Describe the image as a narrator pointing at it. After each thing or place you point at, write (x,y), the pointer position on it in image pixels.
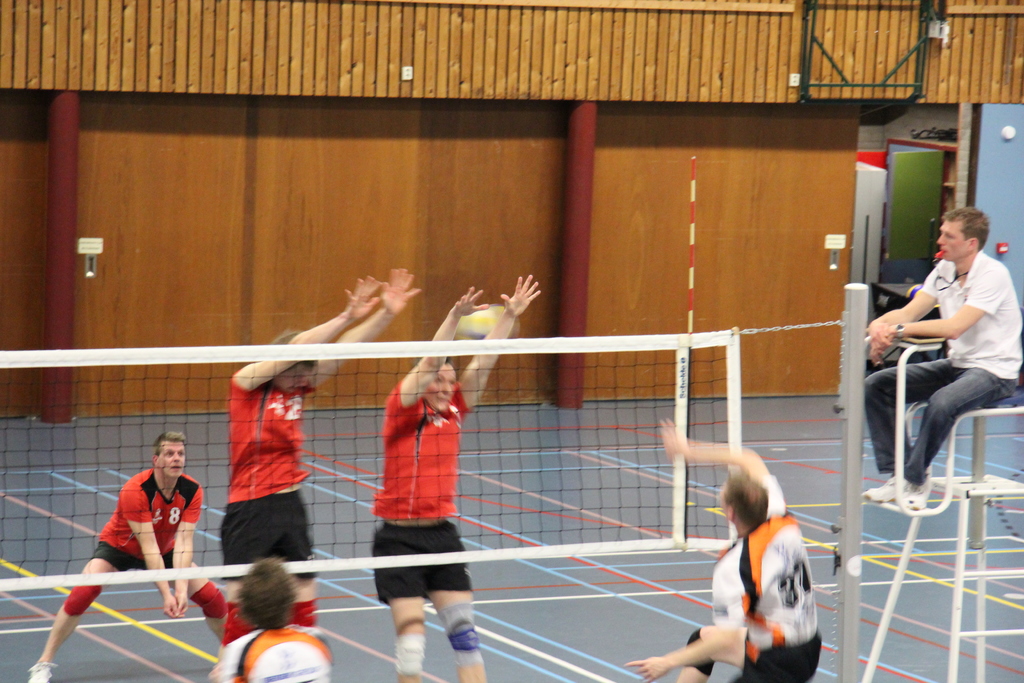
In this image, we can see some persons (778,584) wearing clothes (164,533) and playing volleyball. There is a person (927,290) on the right side of the image (980,319) sitting on the stool (968,495). There is a wall (677,200) in the middle of the image (396,240).
